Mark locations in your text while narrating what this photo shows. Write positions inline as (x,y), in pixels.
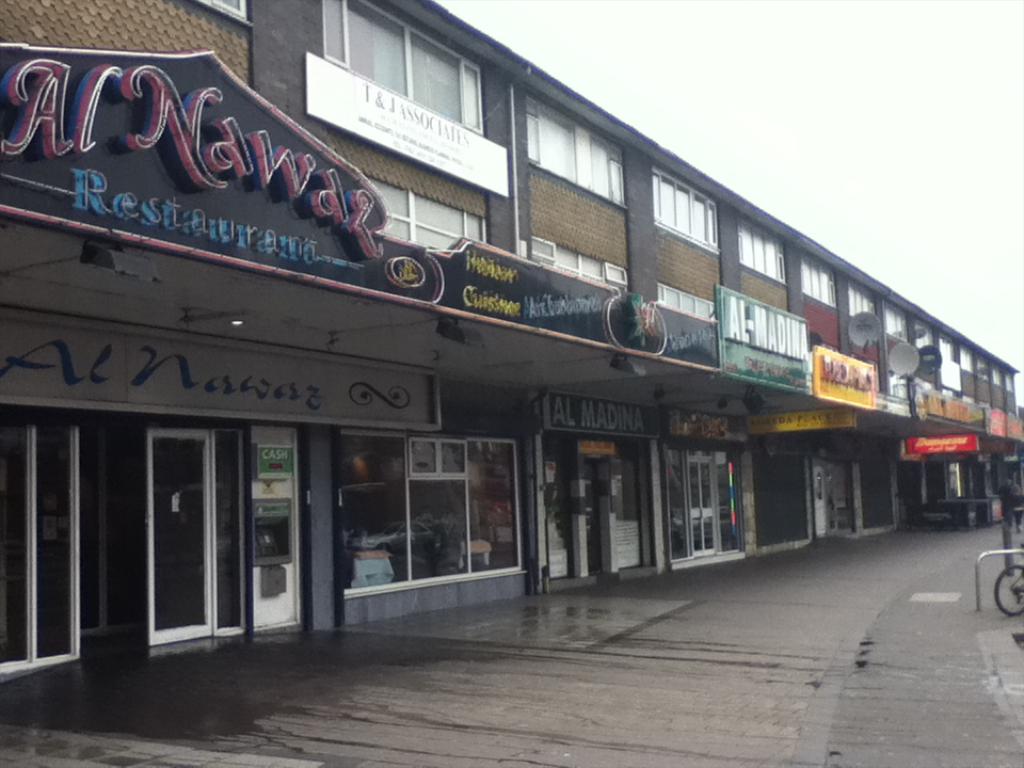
In the center of the image (583,459) we can see the sky (696,99), one building (363,159), windows (550,443), boards (744,317) with some text (702,340) and a few other objects (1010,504).
